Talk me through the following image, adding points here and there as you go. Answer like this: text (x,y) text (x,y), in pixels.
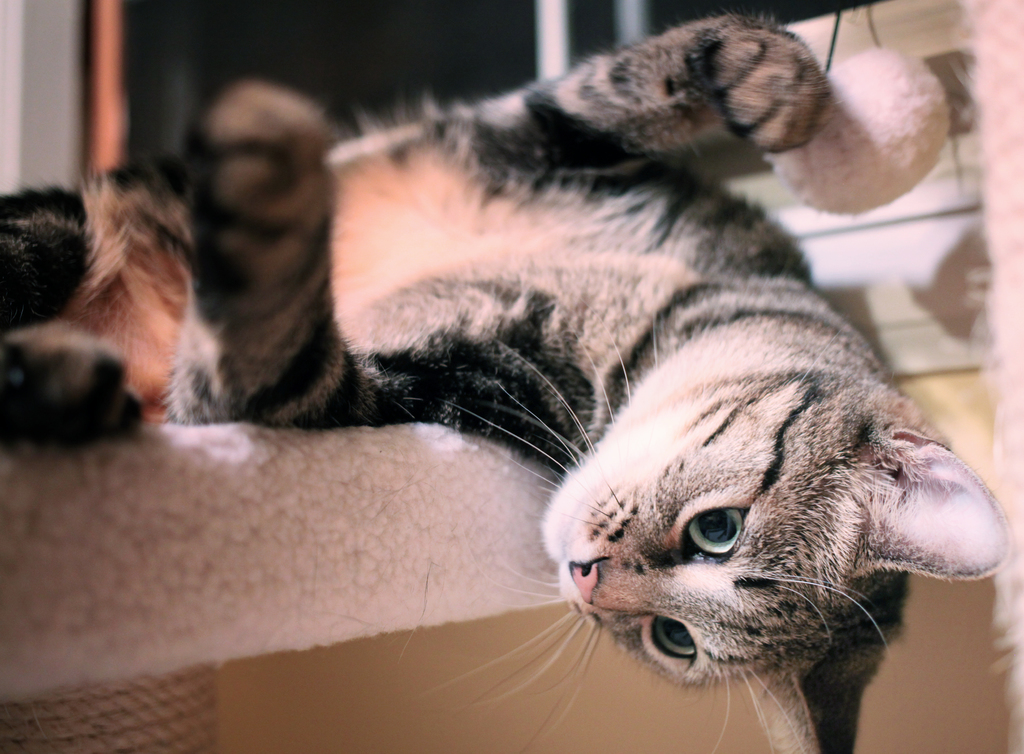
Cat (361,327) is laying on this white surface (376,494). Background (470,58) it is blur.
